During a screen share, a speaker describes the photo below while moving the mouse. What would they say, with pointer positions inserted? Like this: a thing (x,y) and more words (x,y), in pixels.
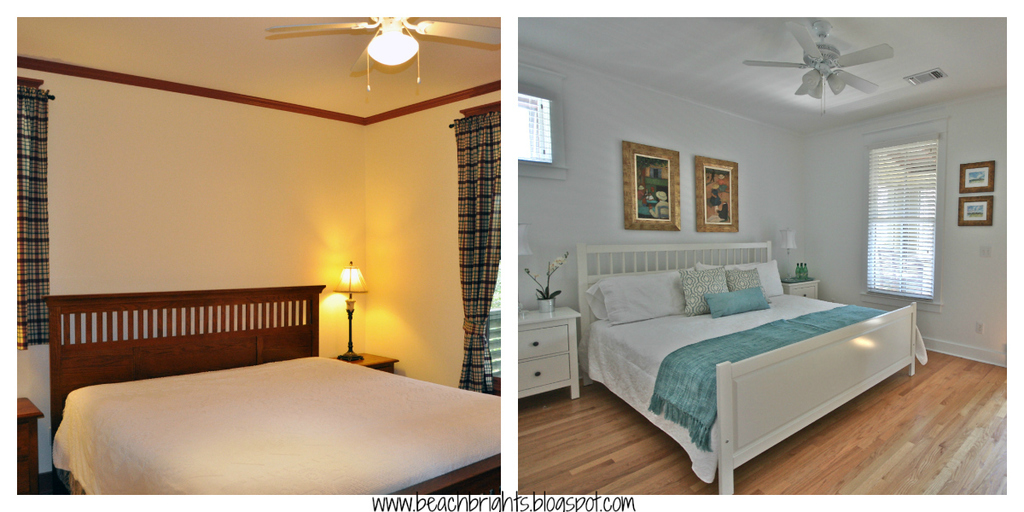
At the bottom (360,448), there is a bed (364,421). Next to that table (380,355) is there on which lamp (346,269) is there. In the left (28,220), a curtain (41,111) is visible. The wall (171,190) is white in color. On the top (383,19), a fan (434,26) and light (374,48) is hanged to the ceiling (452,62). In this picture the bed (590,342) is there in the middle (593,291) and cushions (720,305) are kept on that. On the right (865,280), a window (868,202) is visible. On both side, a wall (815,195) is visible of white in color on which wall paintings (716,190) are attached. A roof top (694,57) is white in color and a fan (815,60) is visible. Both the images are taken inside the room (178,234).
